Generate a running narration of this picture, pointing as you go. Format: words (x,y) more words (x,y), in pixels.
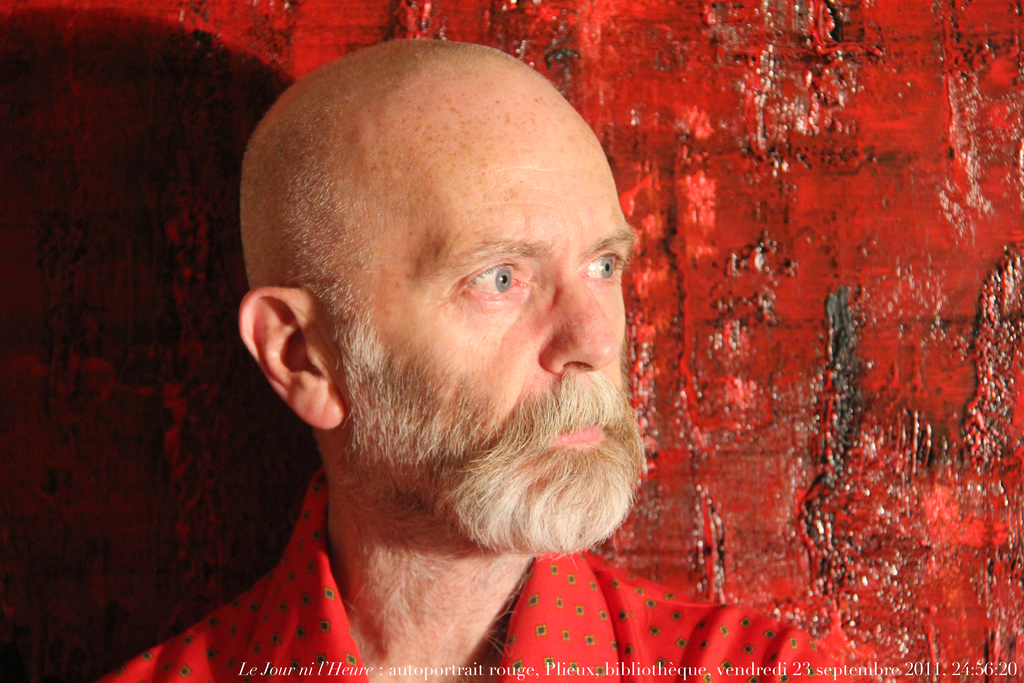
In the image there is a man (255,634) with a beard (403,482). Behind him there is a red background (204,474). At the bottom of the image (1003,665) there is a name (965,669).
